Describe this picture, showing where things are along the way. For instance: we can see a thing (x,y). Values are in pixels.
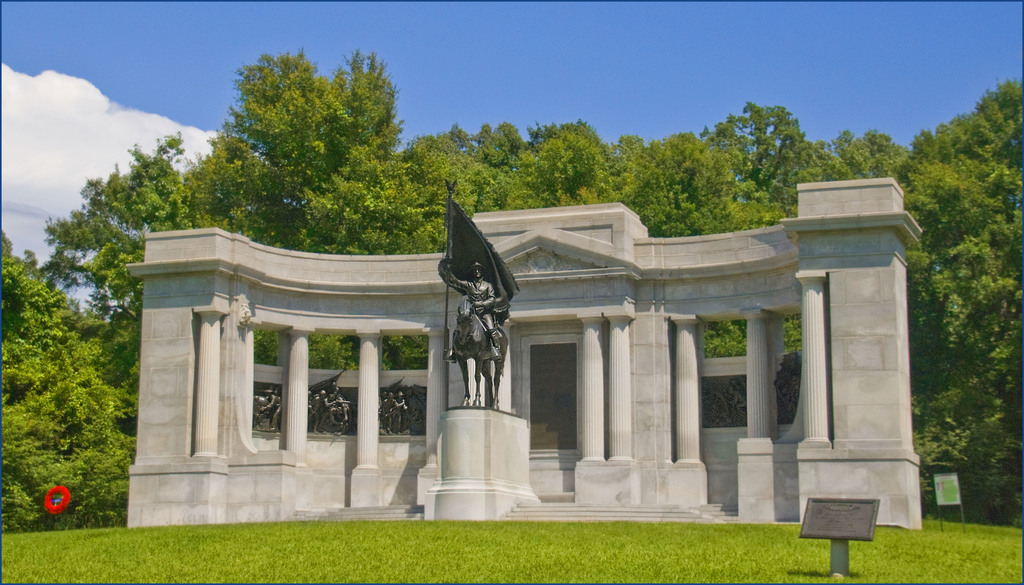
In this picture we can see sculpture (497,309), behind we can see some pillar (588,354) to the wall (894,474), back side we can see so many trees (24,387).
